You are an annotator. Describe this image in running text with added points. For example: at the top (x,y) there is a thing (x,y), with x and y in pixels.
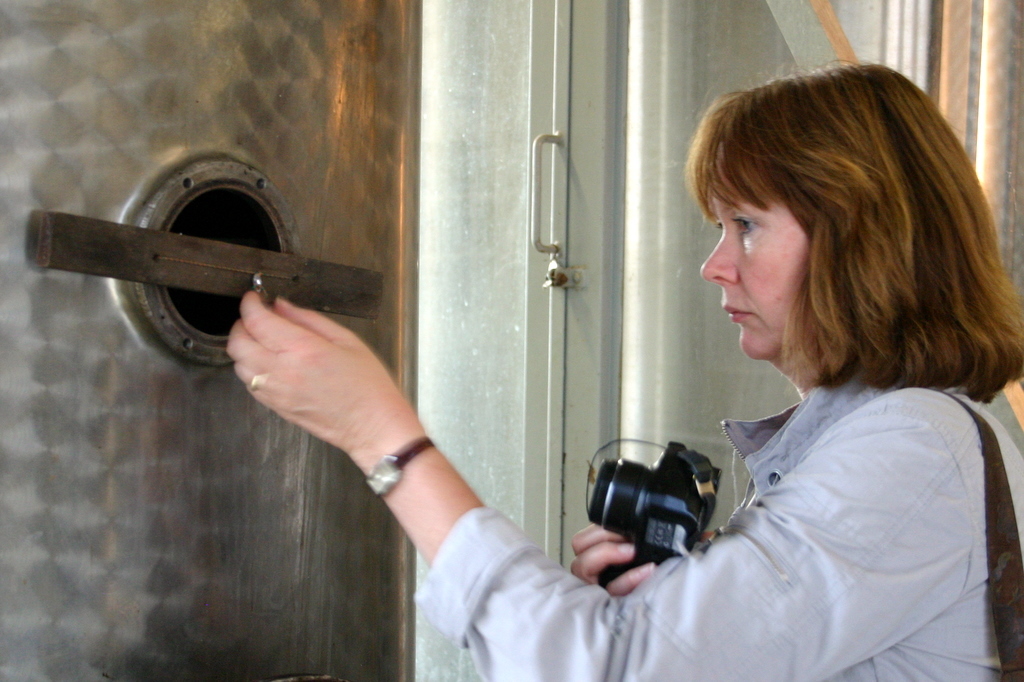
This is a picture of a woman (792,585) in white shirt (757,558) holding a camera (664,535) and the woman (505,609) is wearing a watch (400,466) to her left hand (413,477) and the woman (637,575) is looking metal tank (217,280). To the left side of the woman (585,566) there is a metal door (585,322).
